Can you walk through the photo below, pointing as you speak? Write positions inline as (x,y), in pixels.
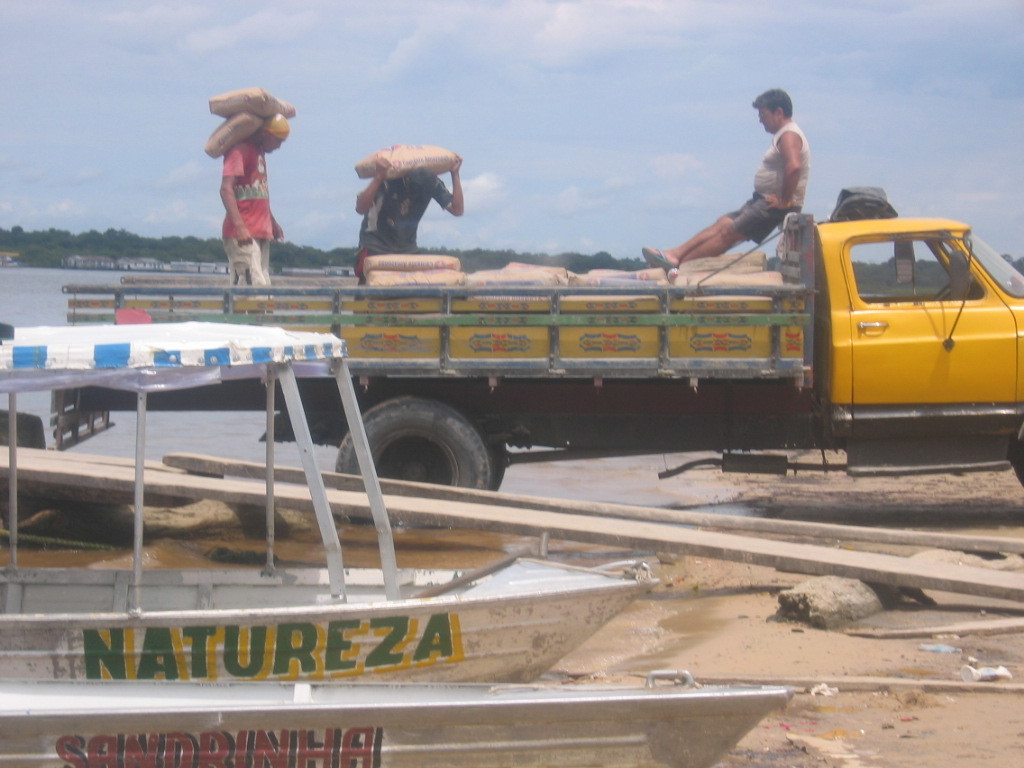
In this image I can see a truck (485,325) on which I can see some people (358,208) among them these people (234,175) are carrying some objects (361,165). Here I can see boats (328,641), water (158,443) and trees (135,238). In the background (113,210) I can see the sky (148,96).
